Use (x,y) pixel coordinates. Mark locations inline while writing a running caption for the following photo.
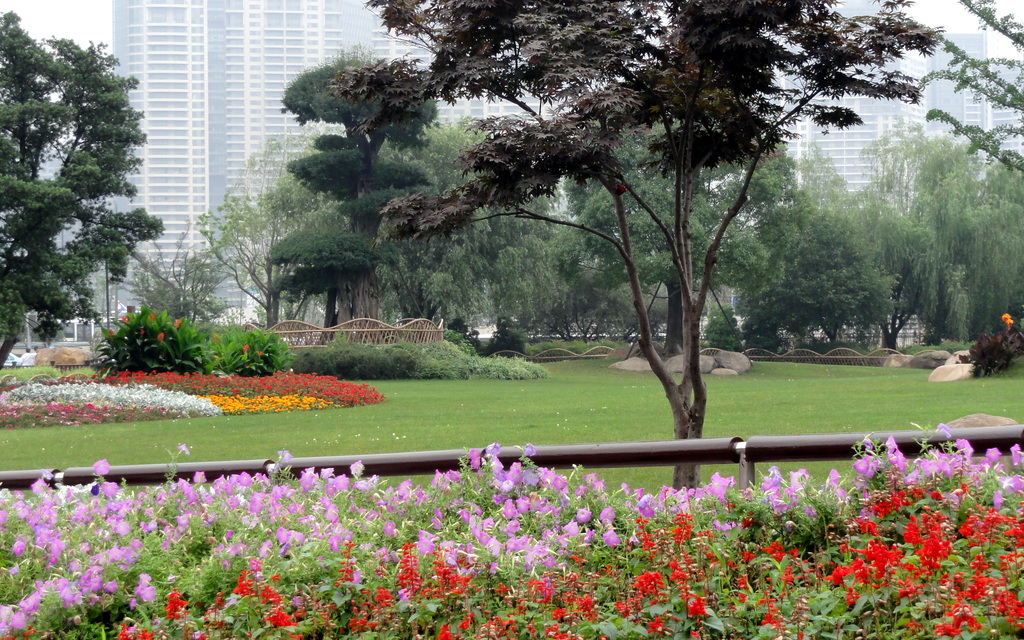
In this image there are few plants (215,371) having flowers (320,392) are on the grass land (901,412) having few rocks (736,366) and trees (699,394). Behind the plants (244,343) there is a fence (302,335). Behind there are few trees (379,276). Bottom of the image (480,546) there are few plants (513,595) having flowers (409,581). Behind there is a fence (706,438). Behind it there is a tree (685,408). Background (263,77) there are few buildings (257,63).
